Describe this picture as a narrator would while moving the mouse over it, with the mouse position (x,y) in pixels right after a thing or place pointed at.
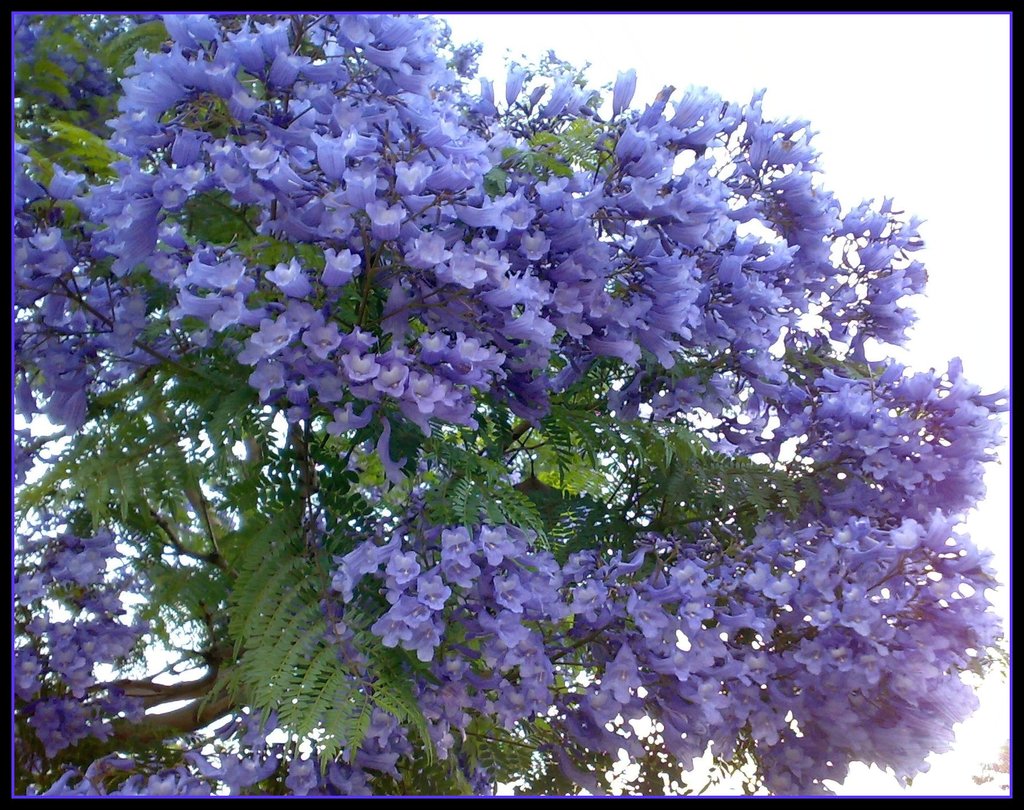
In this image I can see a tree (299,504) with leaves (251,429) and violet colour flowers (422,287).
